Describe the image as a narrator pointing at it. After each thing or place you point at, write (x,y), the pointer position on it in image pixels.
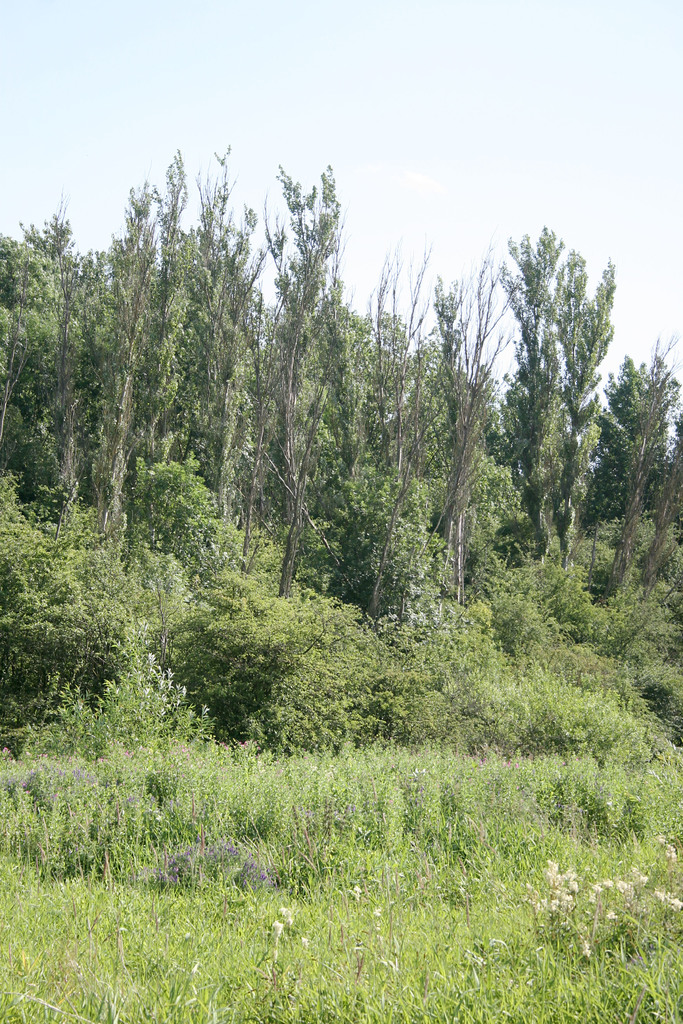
In this image there are small plants (273,794) and some grass (360,872) in the bottom of this image (284,861) and there are some trees (285,694) in the background (285,694). There is a sky (309,76) on the top of this image (326,59).
